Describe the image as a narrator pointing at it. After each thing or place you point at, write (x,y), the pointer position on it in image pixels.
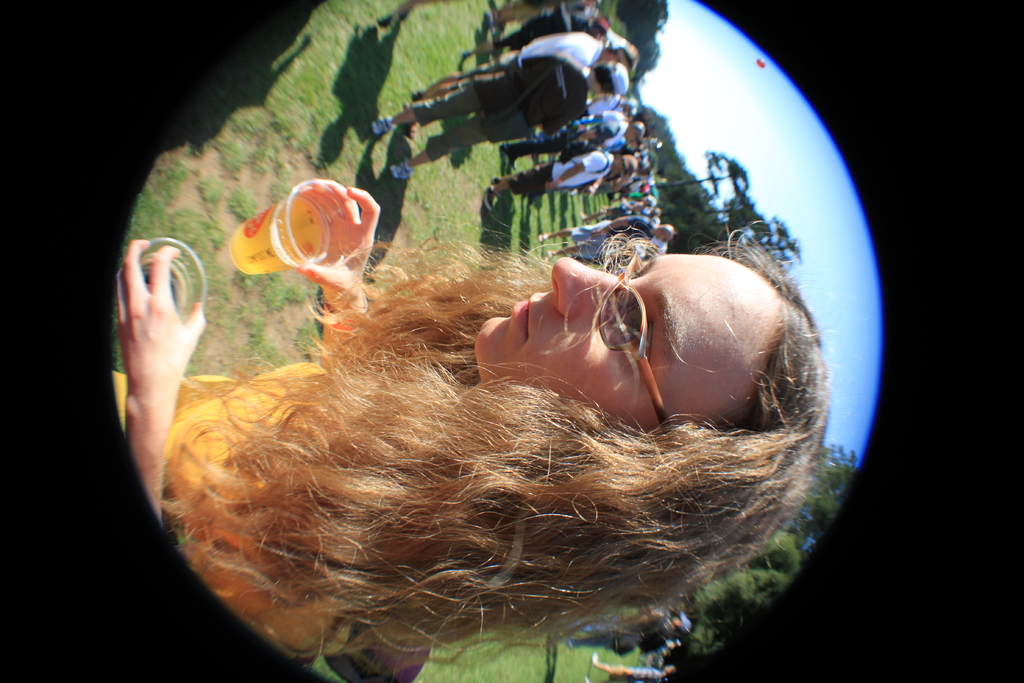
In this picture we can see group of people (591,235), in the middle of the image (476,313) we can see a woman (391,344), she is holding glasses (317,220), in the background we can see few trees (745,560).
